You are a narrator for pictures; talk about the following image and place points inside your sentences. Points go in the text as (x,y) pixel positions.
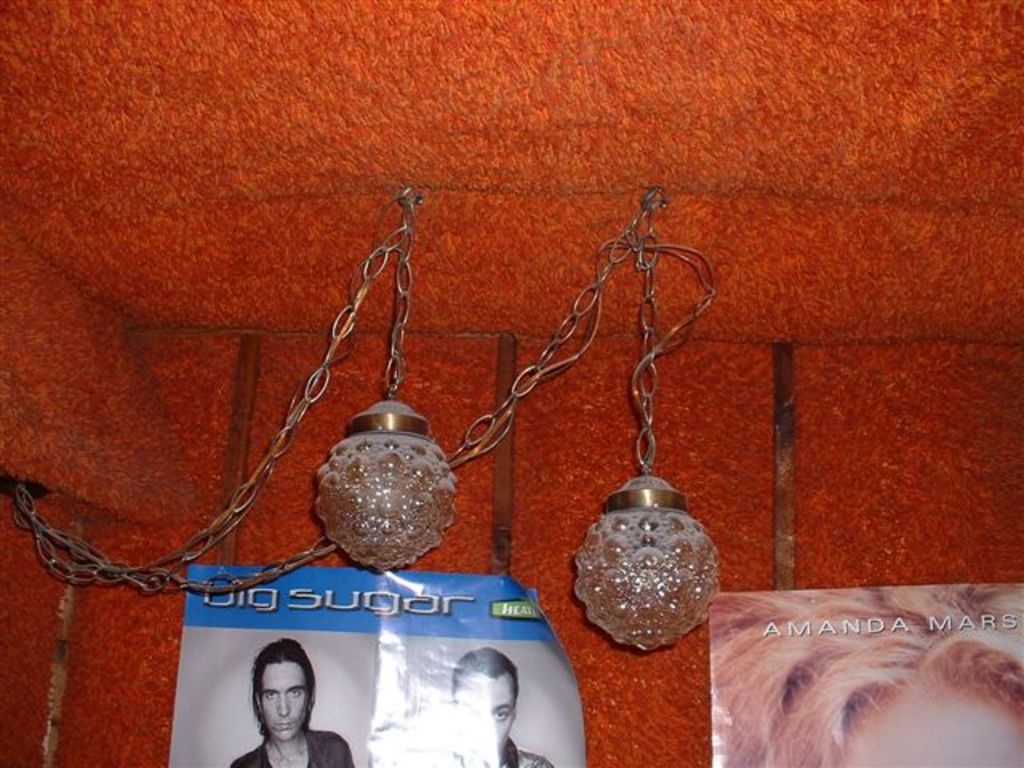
In this picture we can see lamps (347,504), chains (390,356) and two posters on the wall (660,749).
